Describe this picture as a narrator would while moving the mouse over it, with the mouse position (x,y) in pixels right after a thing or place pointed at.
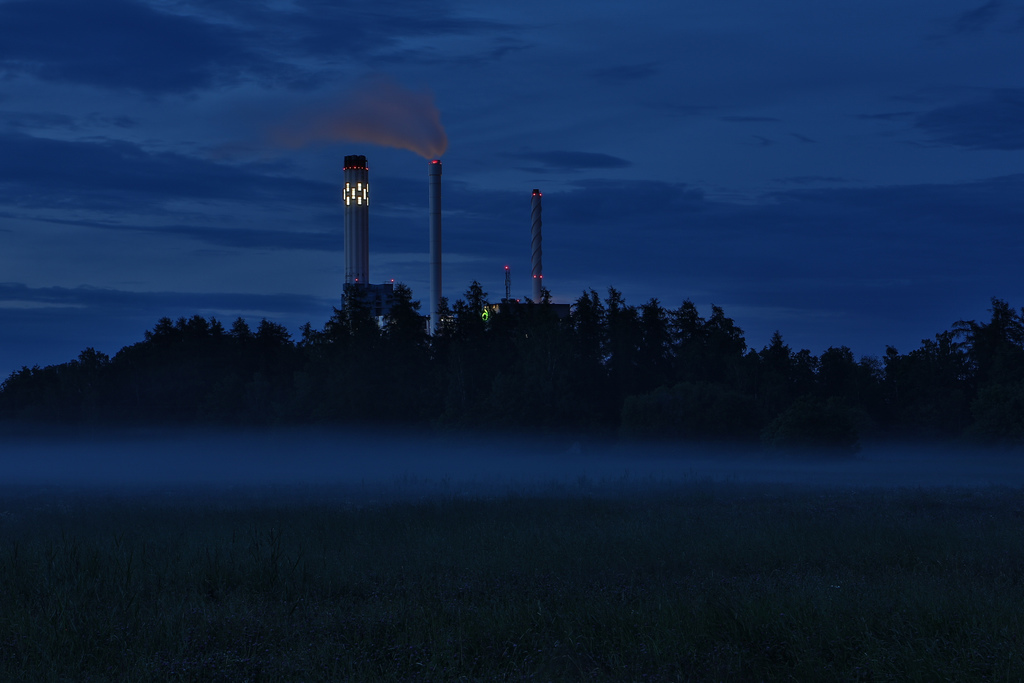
In the picture I can see few trees (530,371) and there are three towers (434,250) which has few lights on it in the background (355,259).
